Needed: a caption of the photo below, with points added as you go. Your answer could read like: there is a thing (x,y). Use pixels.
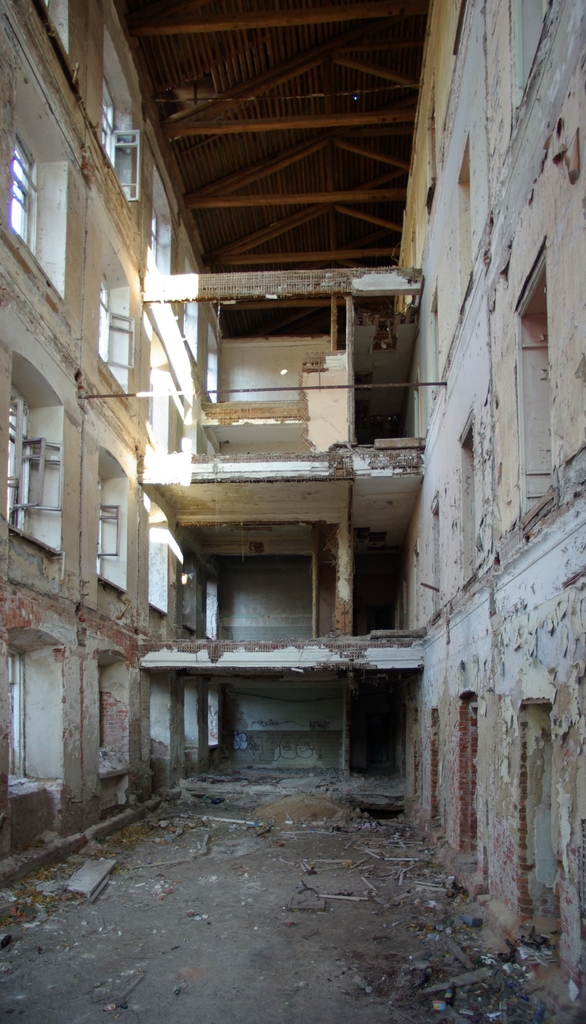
In the image we can see there is an abandoned building (281,523) and there are windows (161,423) on the wall (488,426) of the building (106,533).
